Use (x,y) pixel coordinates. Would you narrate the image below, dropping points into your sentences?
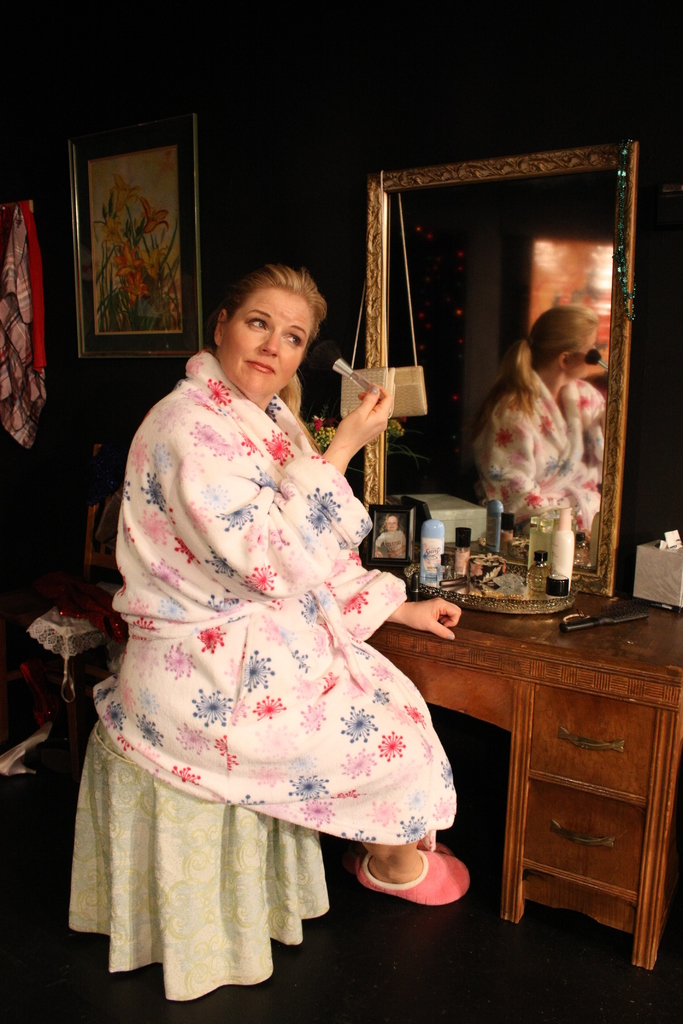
A woman (301,427) is sitting on the stool (125,879) and doing makeup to herself she wears pink color footwear (447,887) there is a mirror (447,443) in front of her on the left (180,315) there is a photograph (173,215) on the wall (92,104).
